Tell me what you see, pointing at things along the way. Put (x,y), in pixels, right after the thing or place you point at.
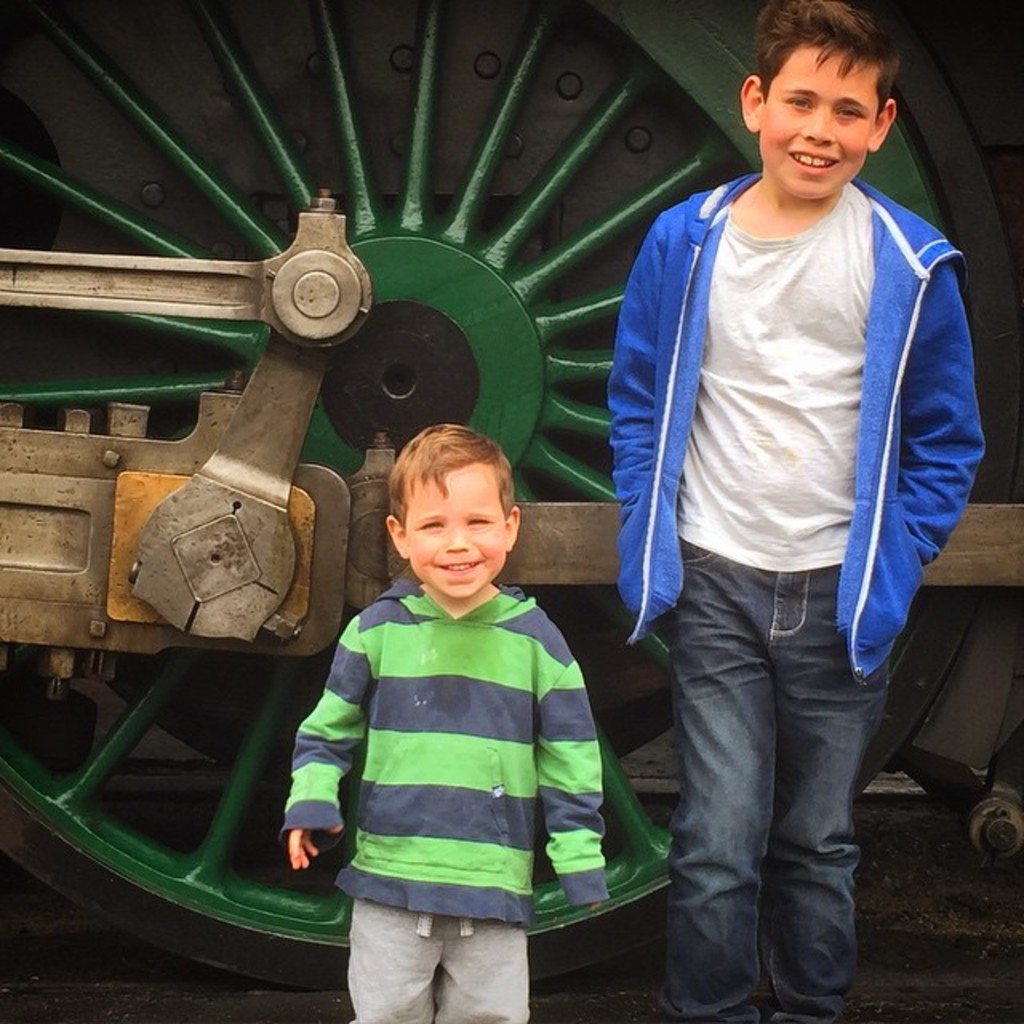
In this image I see a child (422,725) and a boy (790,363) who are standing and both of them are smiling and I see the green color wheel (404,252) in the background (29,398).
